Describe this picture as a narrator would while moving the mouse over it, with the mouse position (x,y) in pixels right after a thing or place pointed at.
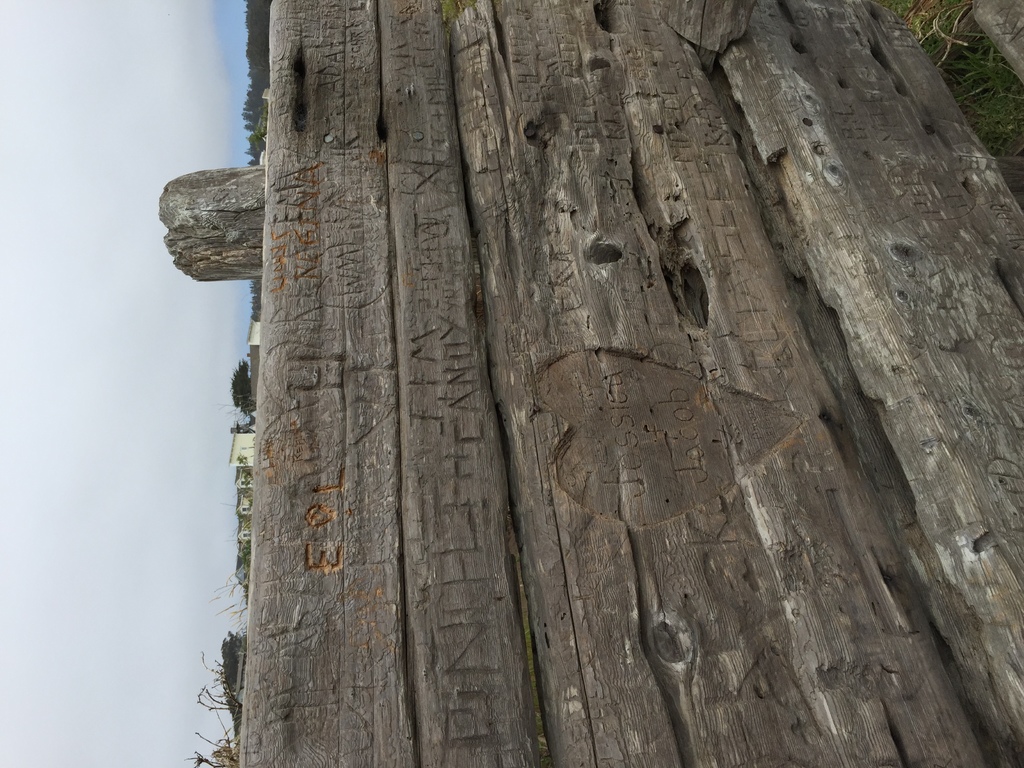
In this image we can see wood logs (497,344) with some text (373,267) on it. In the background (252,90), we can see a group of trees (267,49) and sky (145,452).
